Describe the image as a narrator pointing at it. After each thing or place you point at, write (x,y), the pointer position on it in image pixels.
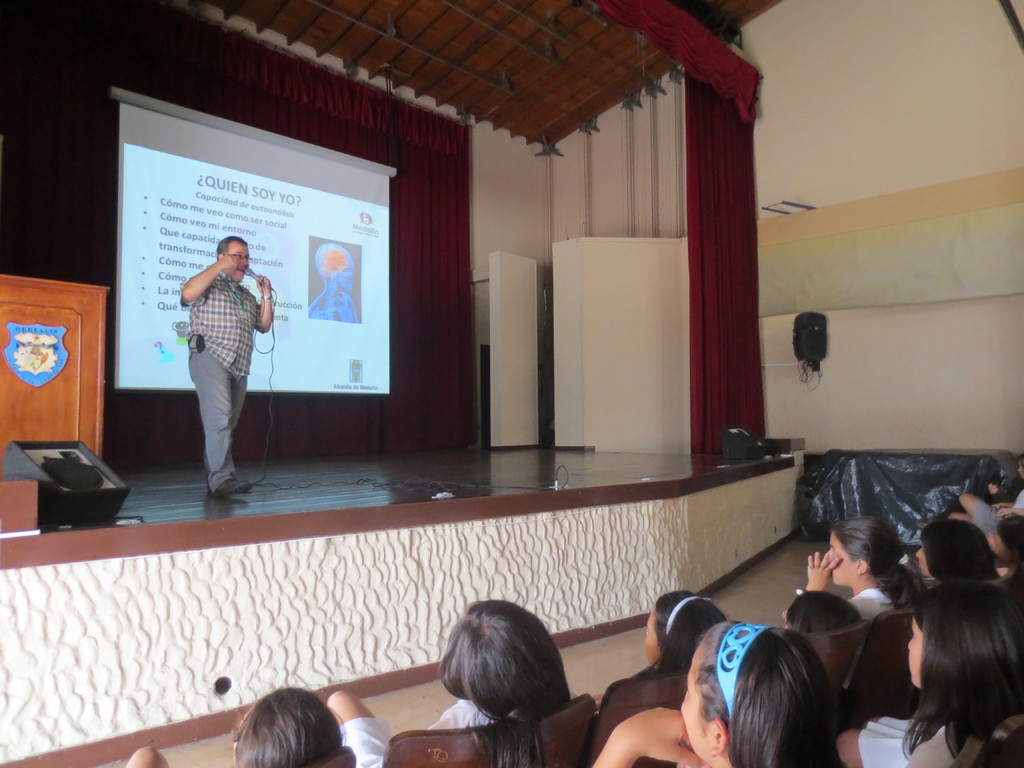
In this image, I can see a person (188,283) standing and holding a mike (248,277). This is the stage (346,568). On the left side of the image (41,436), I can see a podium (79,398) and an object (91,489) on the stage (99,526). I can see the screen (170,194) with the display (328,391). At the bottom right side of the image (807,637), I can see a group of people (743,716) sitting. This looks like a speaker (801,355), which is attached to the wall (792,315). These are the curtains (356,134) hanging.
